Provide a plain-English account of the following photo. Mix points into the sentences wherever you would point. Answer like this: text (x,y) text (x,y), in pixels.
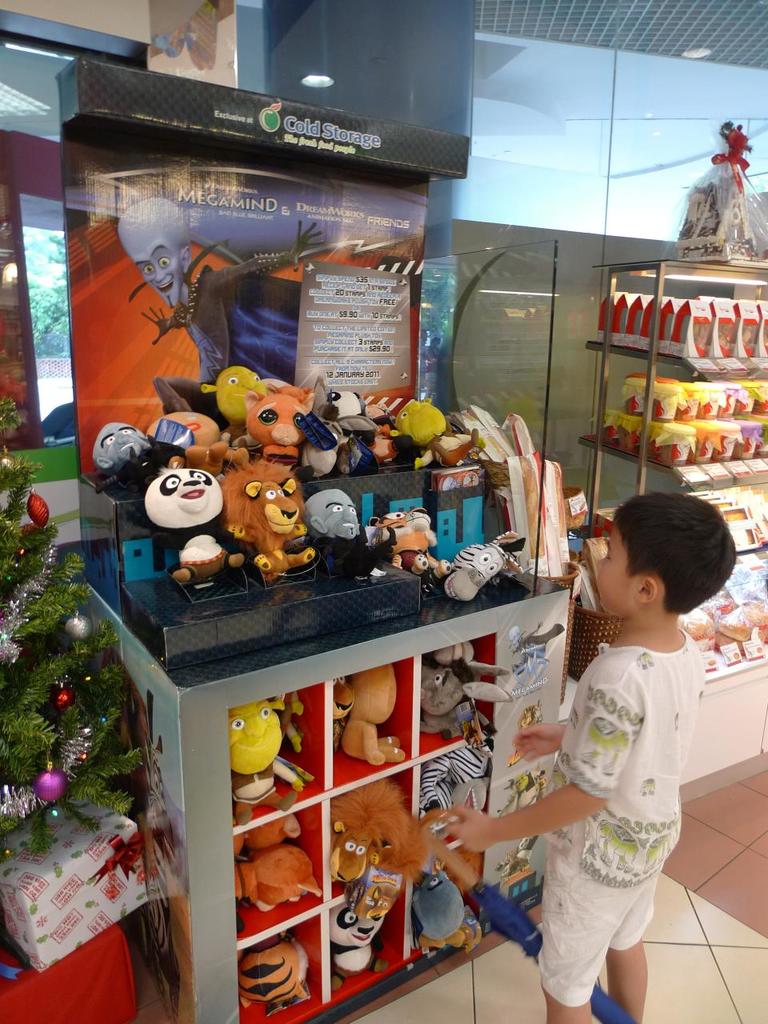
In the center of the image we can see one kid (635,878) is standing and he is holding some object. In the background (459,328) there is a wall (573,248), glass (565,194), racks (474,642), toys (482,673), gift boxes (142,886), one Xmas tree (61,729) and a few other objects (311,341).
